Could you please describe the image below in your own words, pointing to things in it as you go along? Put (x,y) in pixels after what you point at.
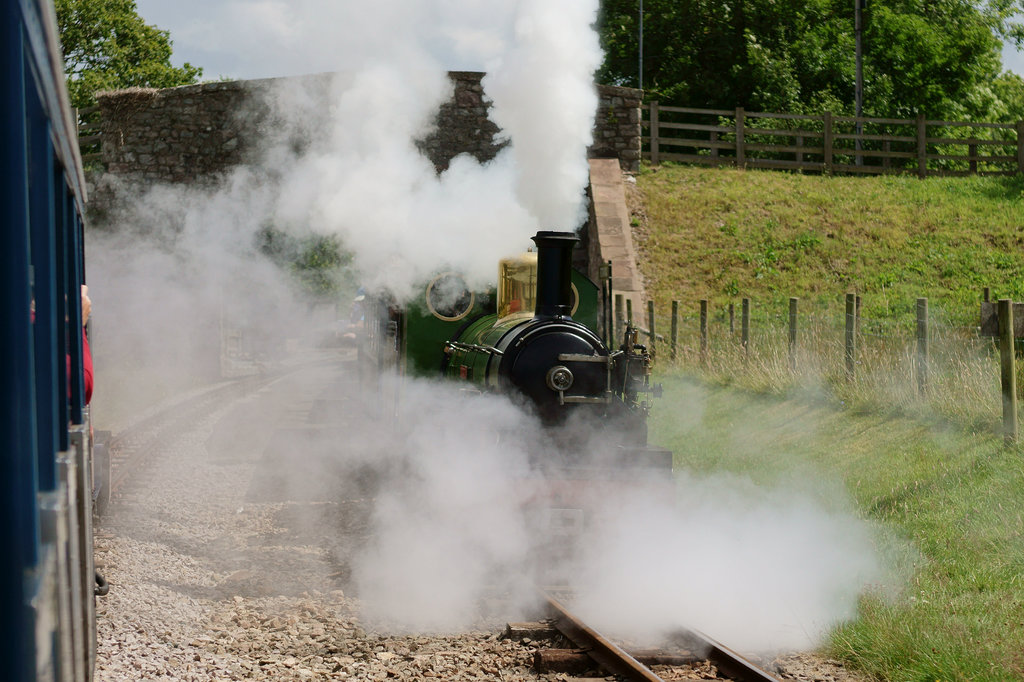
In this image we can see trains (460,289). There are railway tracks (554,616). Also there are stones (255,557). Also there is smoke (392,214). On the ground (817,213) there is grass (830,365). And there are poles (1006,343). In the background (169,130) there is a wall (463,106) and a wooden fencing (819,134). Also there are trees (138,43) and sky (218,32) in the background (82,31).
